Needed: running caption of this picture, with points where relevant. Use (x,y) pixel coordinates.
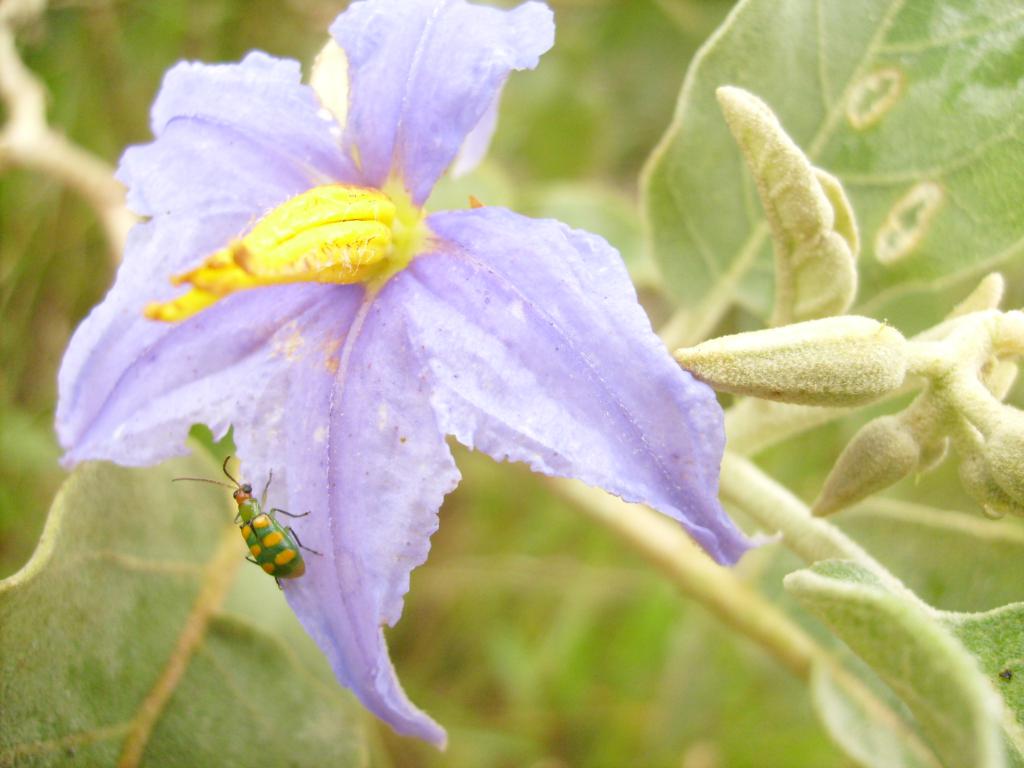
This image consists of a flower (204,344) in purple color on which there is an insect (298,562). In the background (174,717), there are leaves (823,50) and plants (194,46).
